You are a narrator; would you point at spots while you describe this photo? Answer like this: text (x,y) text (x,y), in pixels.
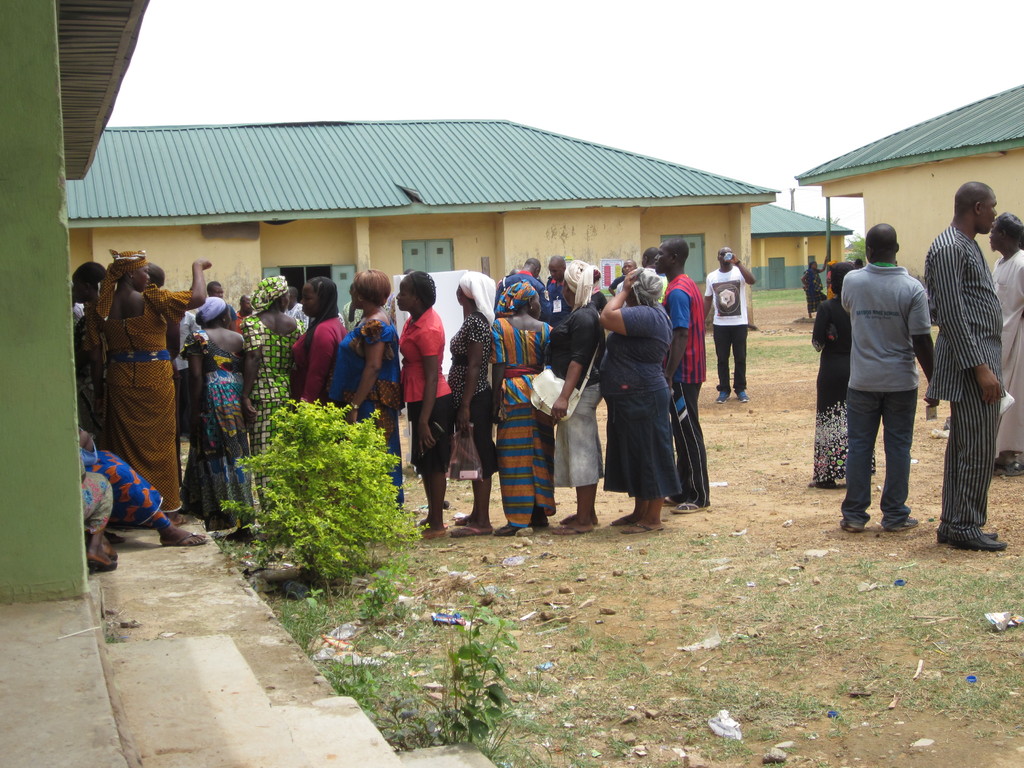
In this picture we can see a group of people (86,290) on the ground (696,538) and in the background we can see sheds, sky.
